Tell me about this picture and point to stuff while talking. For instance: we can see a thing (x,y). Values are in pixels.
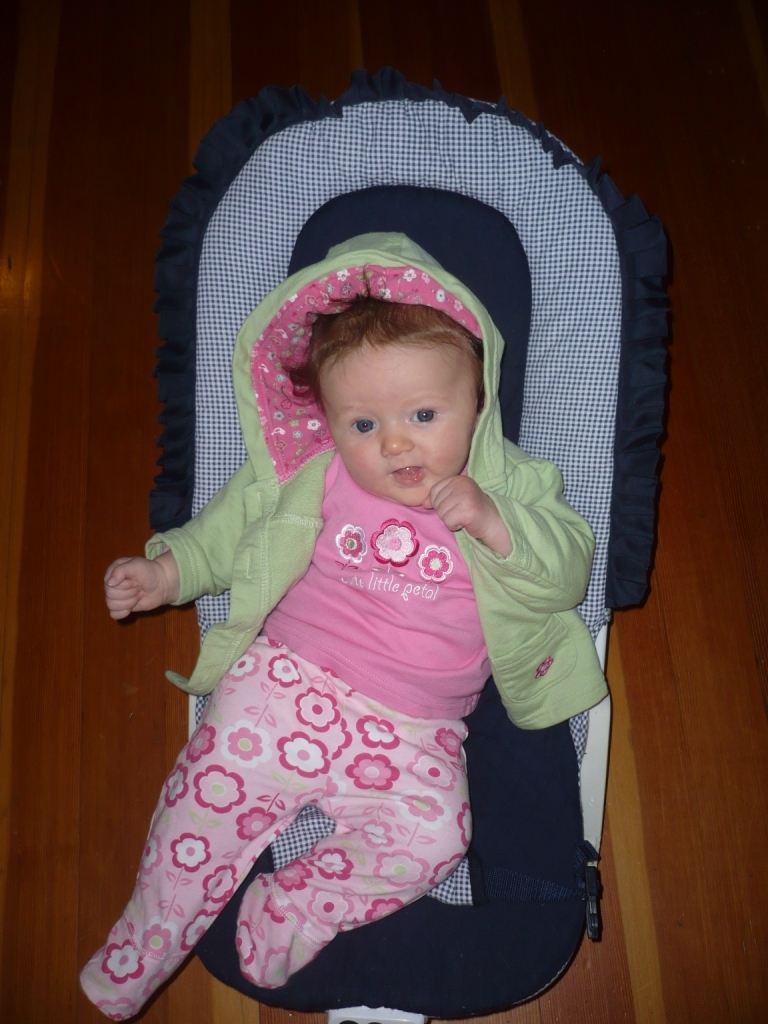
In this image I can see a baby (356,622) wearing pink colored dress (329,752) and green colored jacket (277,597) is laying on the baby couch (501,798) which is black and white in color. I can see the brown colored surface (152,327) in the background (742,893).
